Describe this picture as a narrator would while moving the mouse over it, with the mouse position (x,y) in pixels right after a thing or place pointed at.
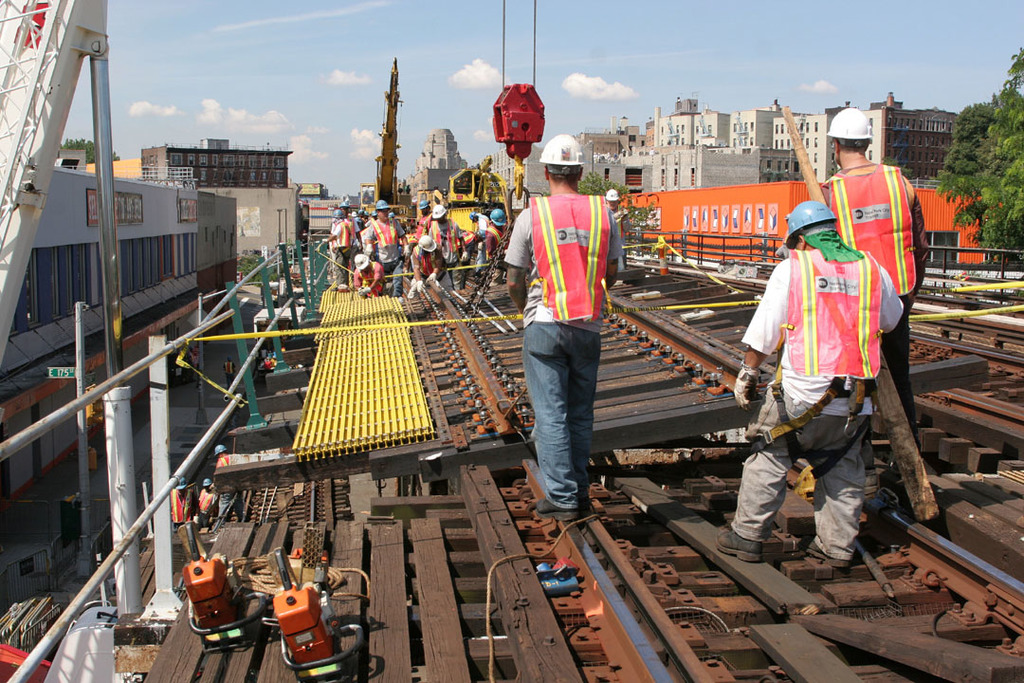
In this image we can see the construction of railway tracks (448,382). There are wooden logs (436,456) and iron rods (462,348). Also there are many people (347,234) wearing helmets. And there are many machines (201,572) and ropes (413,326). And we can see a crane (21,58) and hook (526,130) of the crane (526,130). On the sides there are many buildings (716,121). Also there is a tree (966,158) on the right side (957,155). In the background (496,44) there is sky (665,58).
